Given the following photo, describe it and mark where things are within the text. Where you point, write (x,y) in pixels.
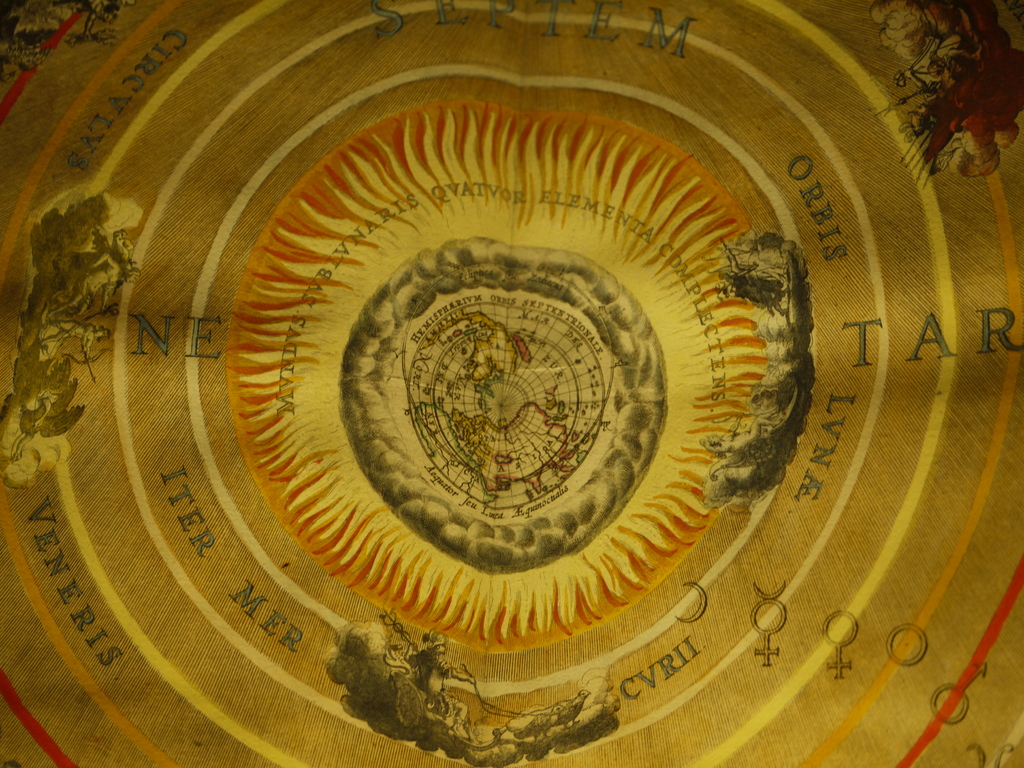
This is a board (796,180) and here we can see images of people (434,637), some vehicles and there is text (822,461).
